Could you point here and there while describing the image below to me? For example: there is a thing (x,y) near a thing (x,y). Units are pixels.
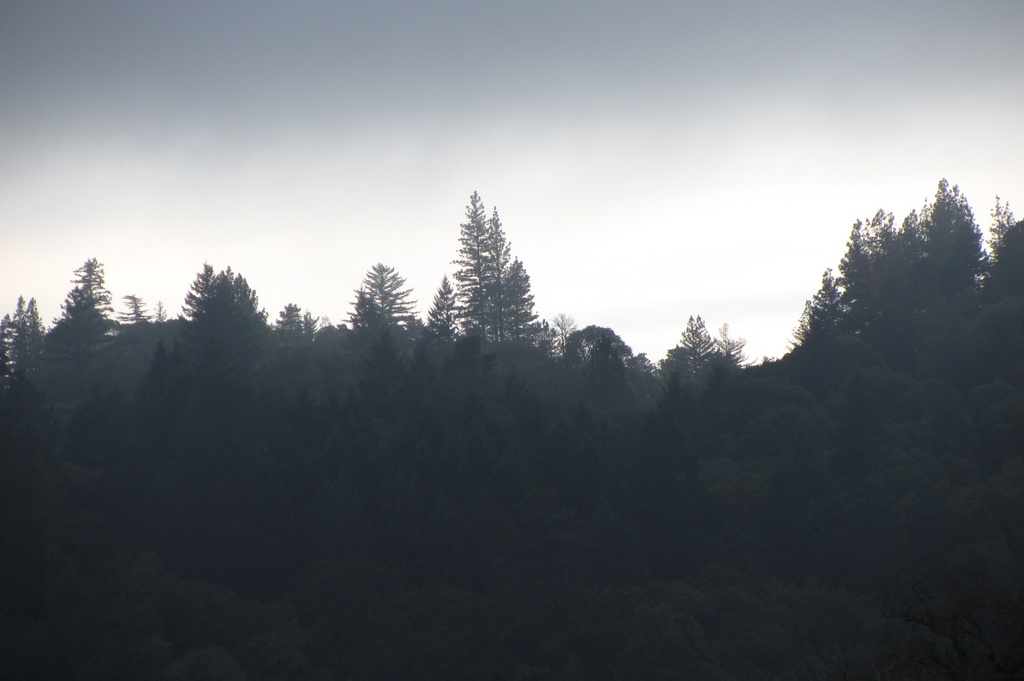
There are some trees (403,499) at the bottom of this image (671,490), and there is a sky (459,185) at the top of this image (429,160).
